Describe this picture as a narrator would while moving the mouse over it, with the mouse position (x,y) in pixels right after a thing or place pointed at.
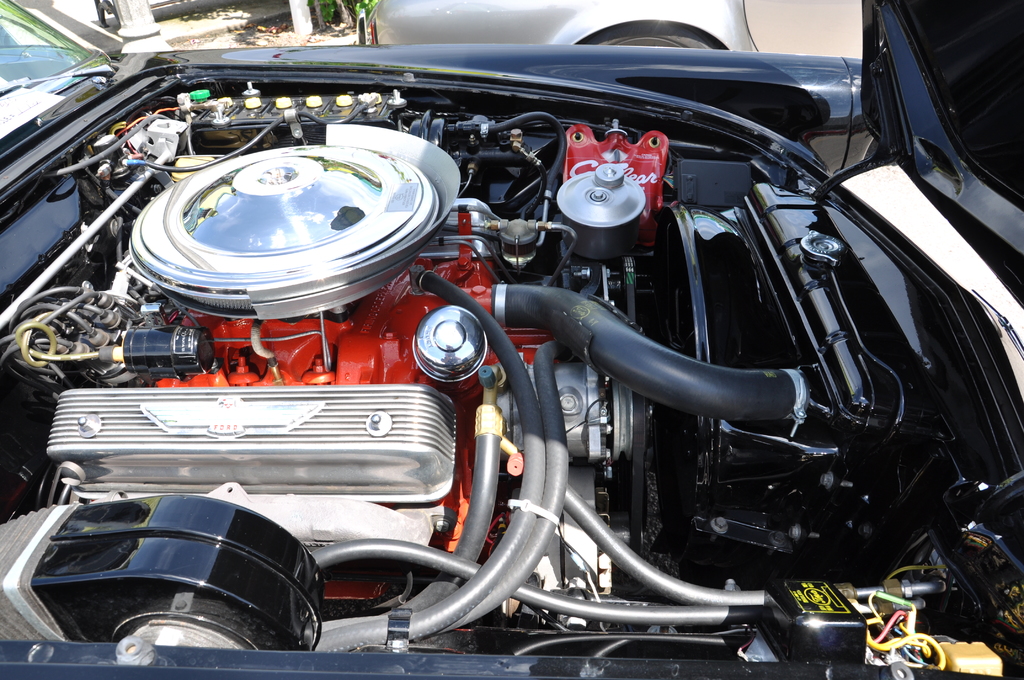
In this image we can see the engine (444,233) of a motor vehicle (402,280).
